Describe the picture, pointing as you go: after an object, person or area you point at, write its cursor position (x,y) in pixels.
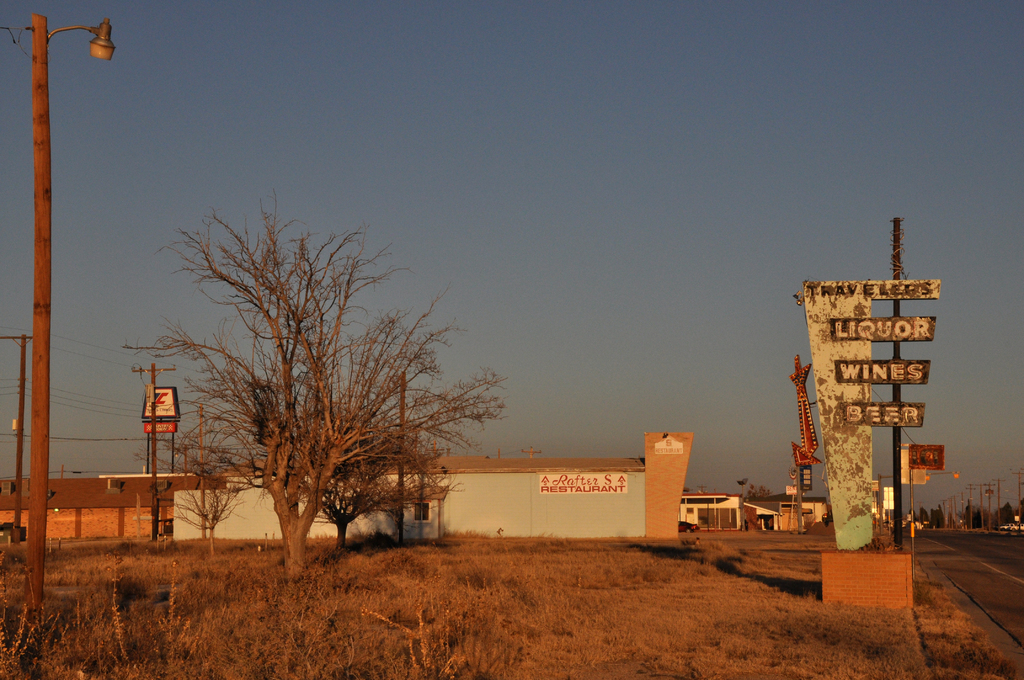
Here we can see poles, trees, boards (854,455), and houses (751,521). This is a road (976,583). In the background (188,92) there is sky (689,171).
